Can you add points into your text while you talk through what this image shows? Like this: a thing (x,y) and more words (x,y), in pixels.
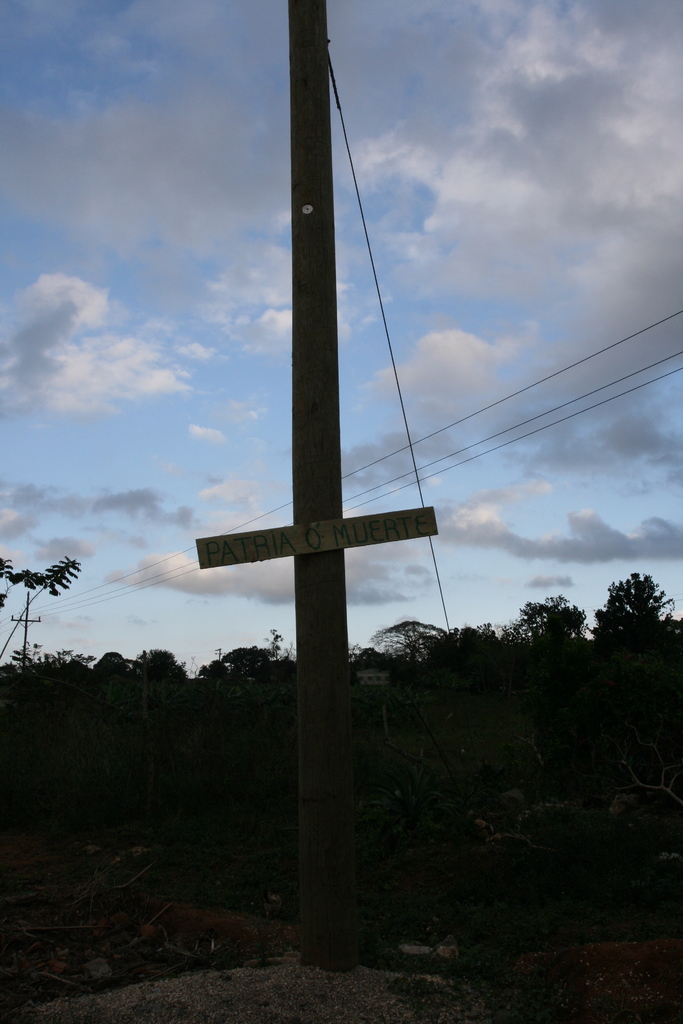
Sky (239,156) is cloudy. Background (385,704) there are trees (408,651). A board (394,523) is on pole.
